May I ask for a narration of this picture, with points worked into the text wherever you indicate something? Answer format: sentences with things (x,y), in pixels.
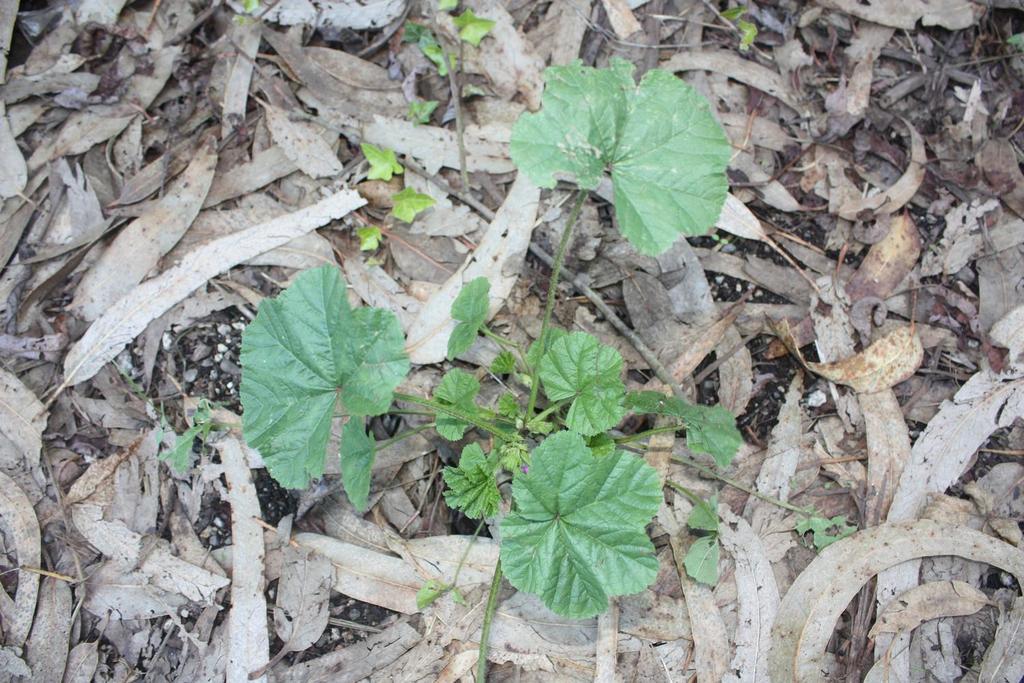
In this image I can see few dry leaves (709,299) and few small plants (515,469) in green color.
